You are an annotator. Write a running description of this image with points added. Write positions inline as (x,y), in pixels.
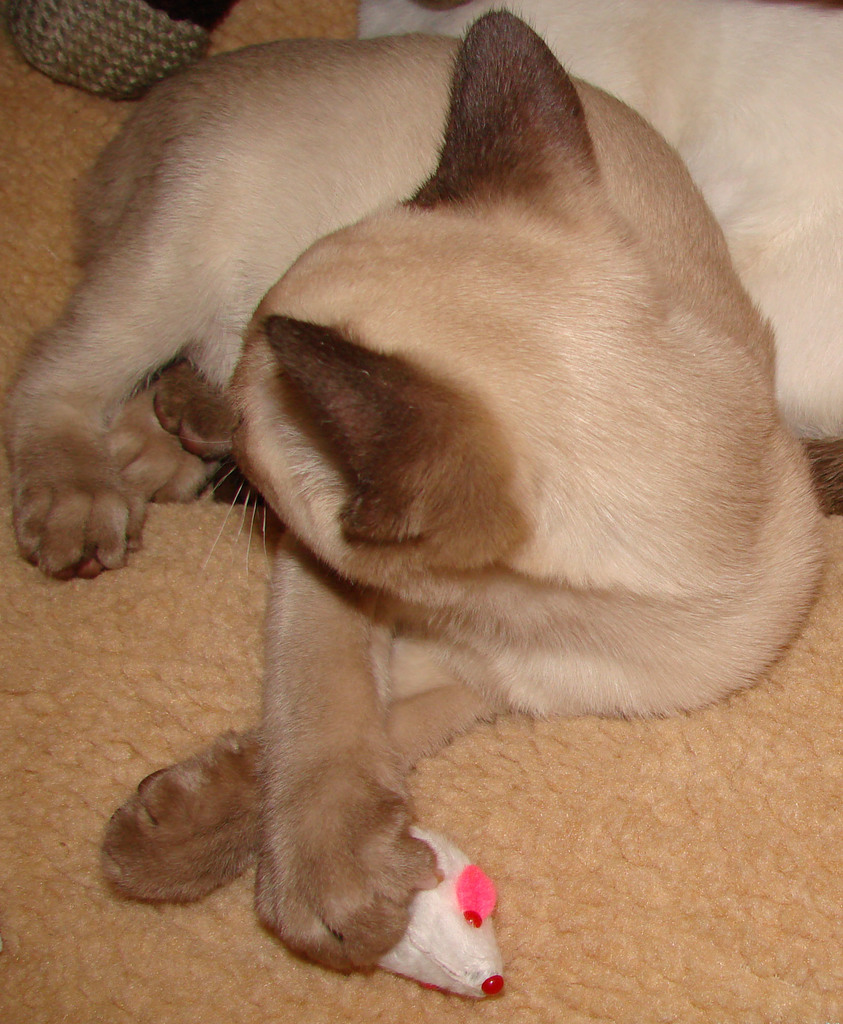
In the image we can see the cat (399,428), pale brown in color. Here we can see the toy (454,936) and the cloth (655,791).
